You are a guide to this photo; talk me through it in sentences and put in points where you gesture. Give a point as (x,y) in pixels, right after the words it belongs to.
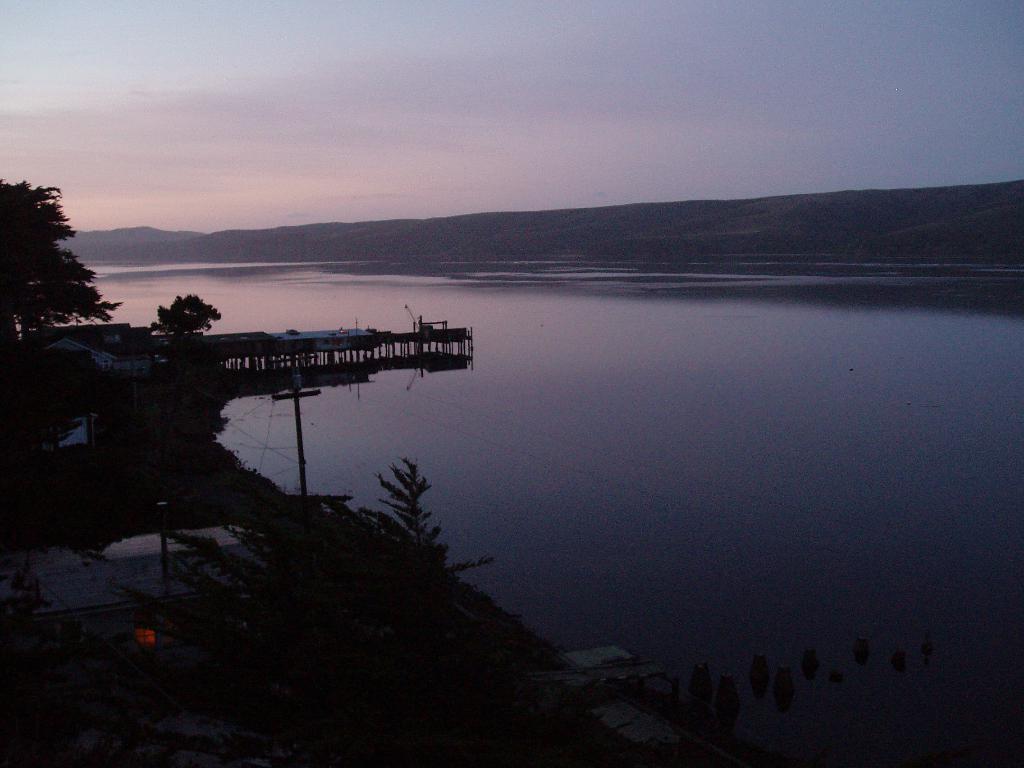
On the left (292,374) there are trees (262,517), current poles (297,428), cables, houses (159,353) and dock (423,341). In the center of the picture (496,300) there is a water body (497,315). In the background (279,239) there are hills (470,228). Sky (469,136) is partially cloudy.
